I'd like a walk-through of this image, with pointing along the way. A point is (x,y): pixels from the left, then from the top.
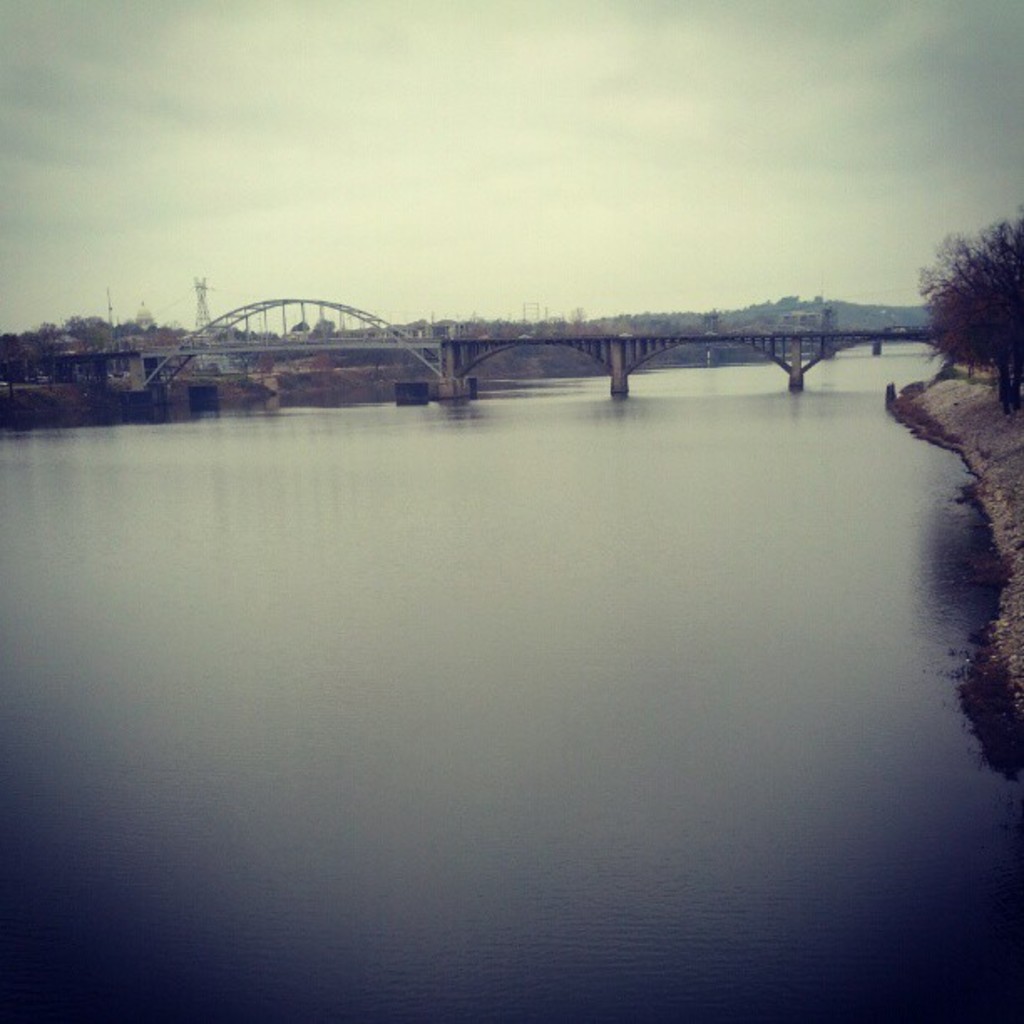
This is an outside view. At the bottom of this image (469,770) there is a river (186,730). In the middle of the image (591,351) there is a bridge (201,351). On the right (966,317) and left side of the image (55,344) there are trees (929,282). At the top of the image (480,166) I can see the sky (616,153).
